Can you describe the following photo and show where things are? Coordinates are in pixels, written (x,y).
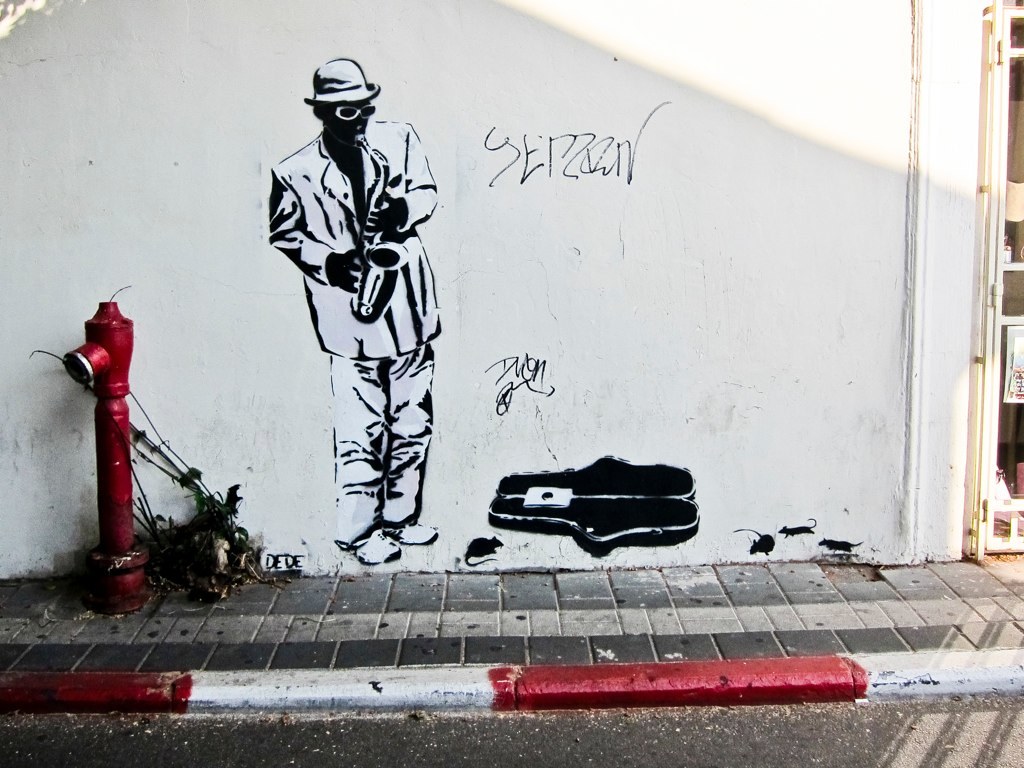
This is an outside view. At the bottom (407,737) there is a road (436,720). Beside the road (203,736) there is a footpath (457,610). On the left side (98,466) there is a fire hydrant (98,412) on the footpath (59,612). In the background (389,361) there is a wall (305,138) on which I can see a painting (350,286) of a person (331,340) who is holding a musical instrument (367,235) and there is some text (597,166). On the right side (1007,472) there is a door (1019,303) to the wall (959,235).
